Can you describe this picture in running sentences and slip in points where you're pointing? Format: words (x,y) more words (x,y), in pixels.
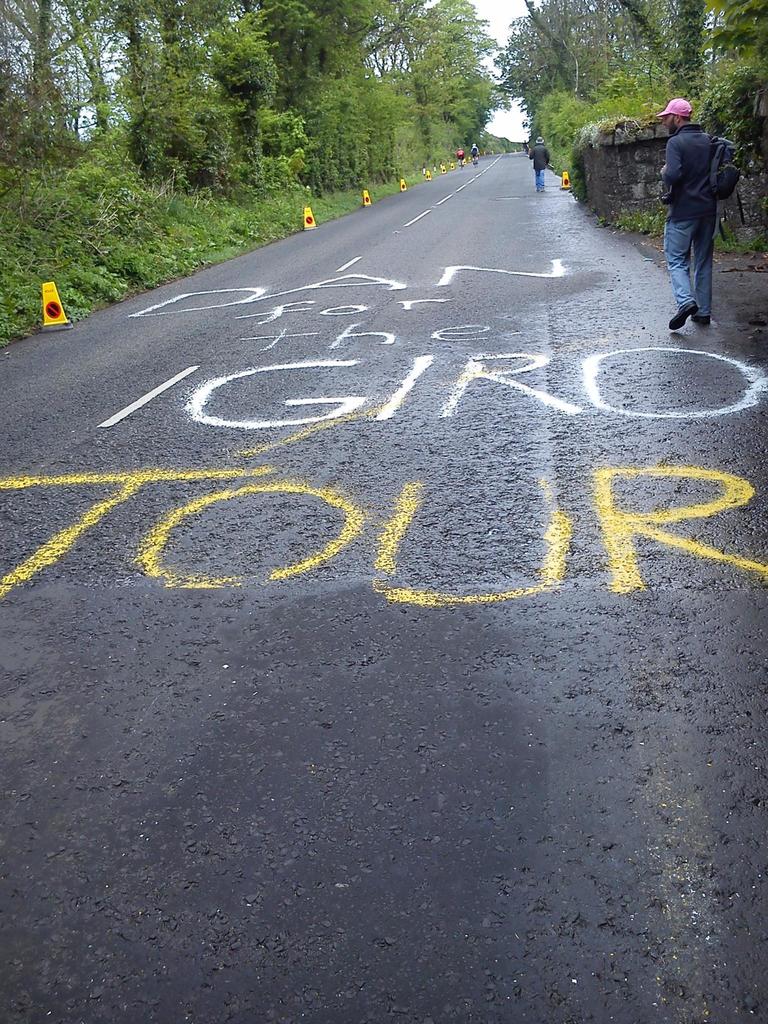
In this picture we can see the sky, trees (447,157), plants (286,219), traffic equipment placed on the sides of the road (554,173), people (697,187). We can see there is something written on the road (419,458).
